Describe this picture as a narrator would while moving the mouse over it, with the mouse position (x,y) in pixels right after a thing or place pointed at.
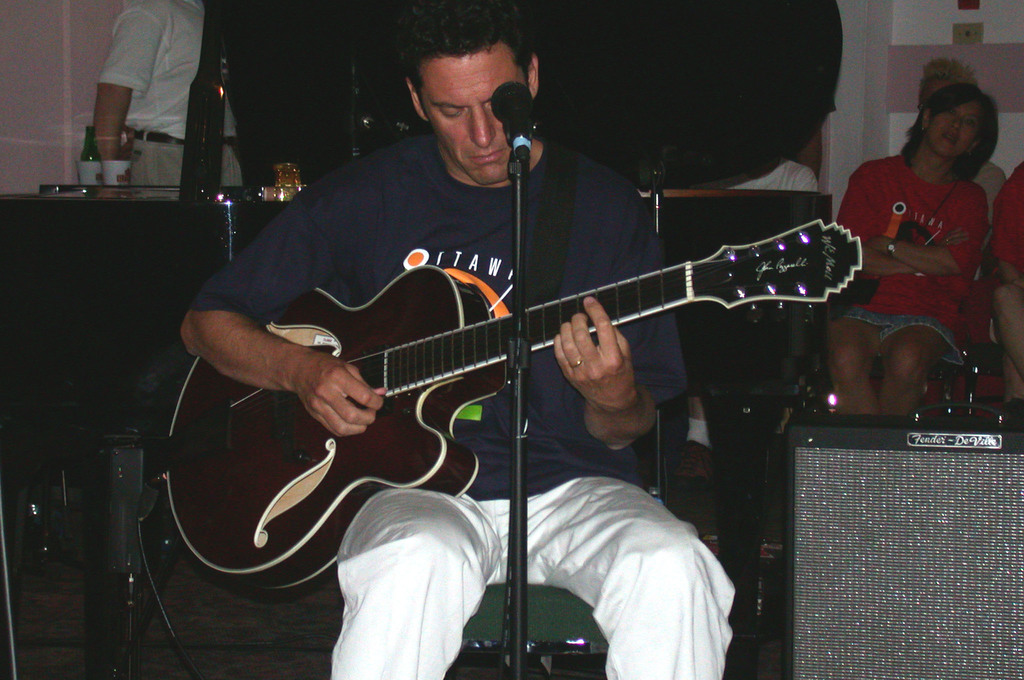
On the background (11,106) we can see wall (92,79), bottle (90,144), a person (165,98) standing. Here we can see few persons (948,262) sitting. This is a musical instrument (670,97). Here we can see one man (232,343) sitting on a chair (501,609) in front of a mike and playing a guitar (402,360).
